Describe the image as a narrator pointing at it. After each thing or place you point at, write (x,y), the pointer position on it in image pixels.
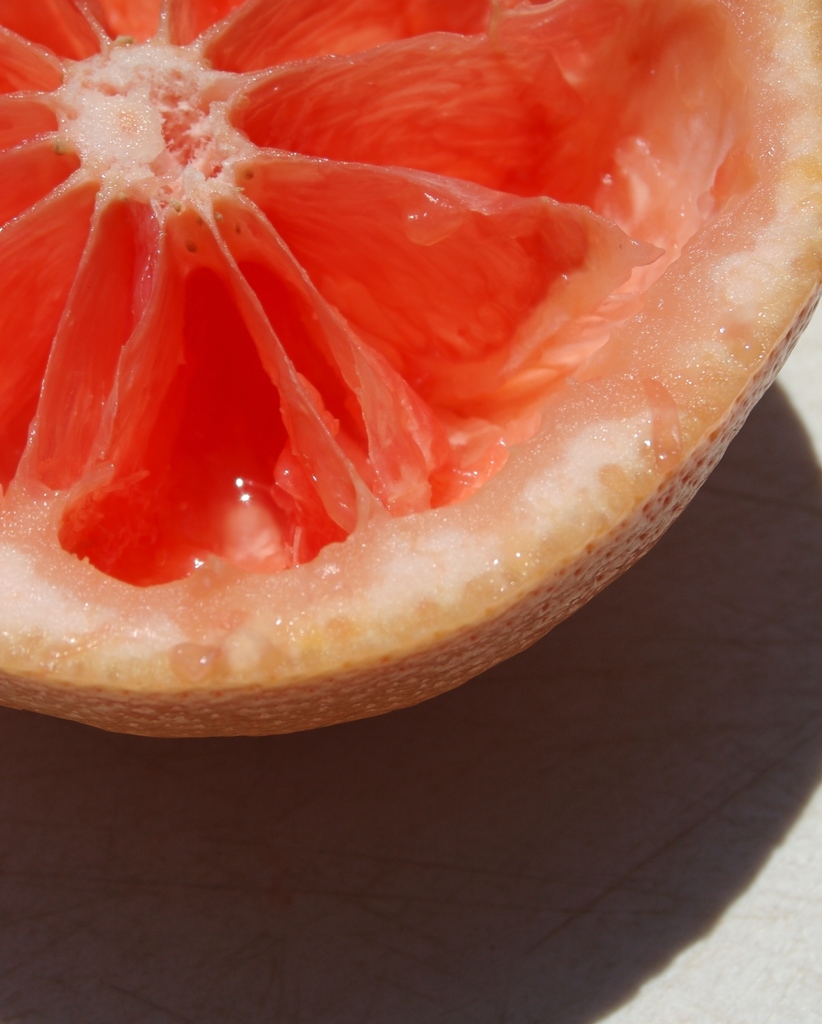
We can see fruit slice (476,655) on the surface (472,899).
